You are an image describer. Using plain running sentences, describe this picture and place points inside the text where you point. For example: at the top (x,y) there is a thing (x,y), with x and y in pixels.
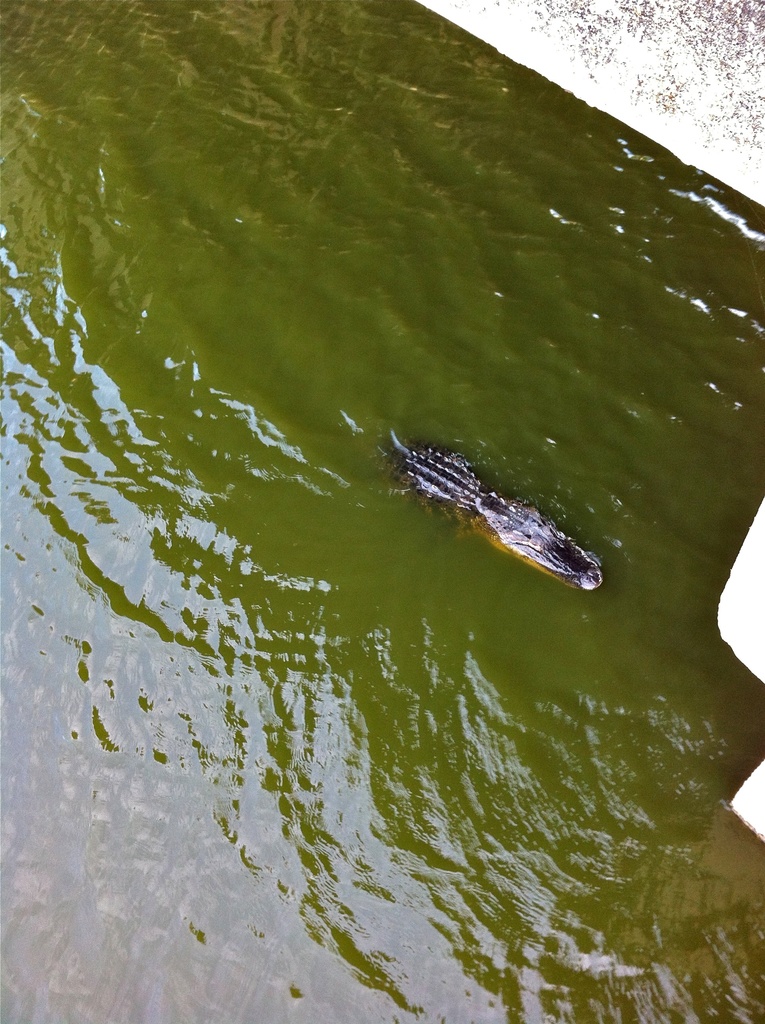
In this picture we can see crocodile (599,576) in the water (617,450) and we can see wall (720,167).
